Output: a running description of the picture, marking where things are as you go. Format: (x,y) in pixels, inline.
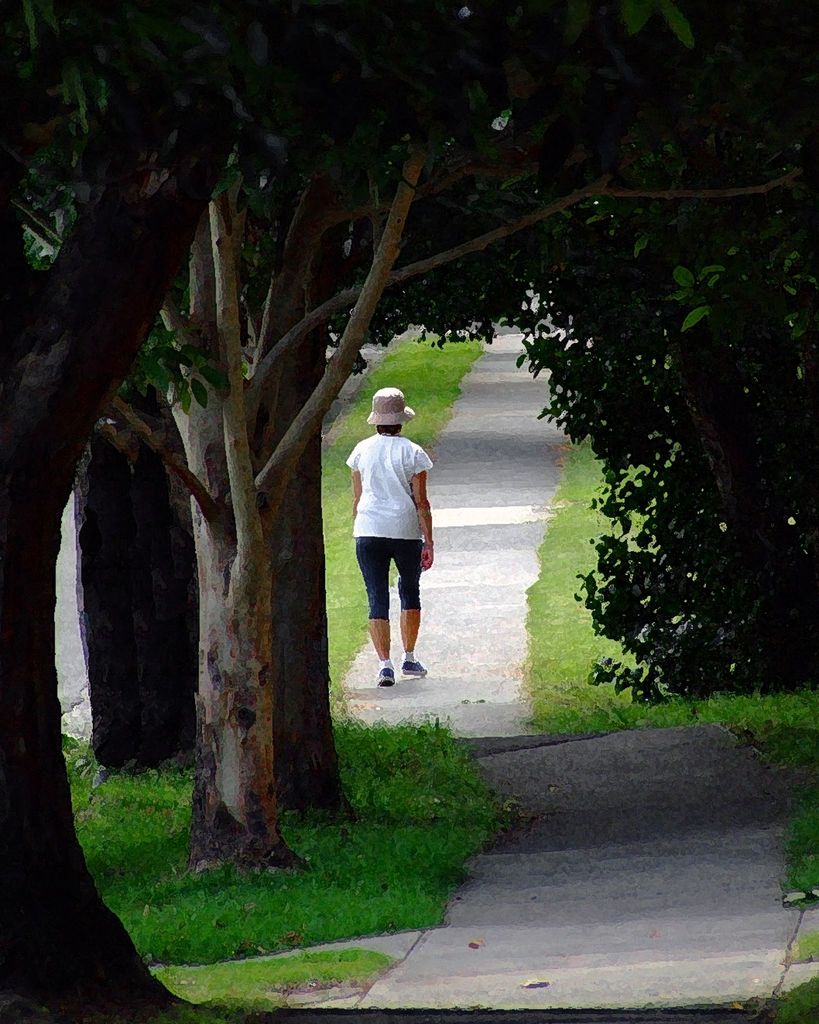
In this image, there is a person (412,507) wearing clothes (401,522) and walking on the path (498,557). There are some trees (473,97) on behind the person (387,500) who is in the middle of the image (377,495).
